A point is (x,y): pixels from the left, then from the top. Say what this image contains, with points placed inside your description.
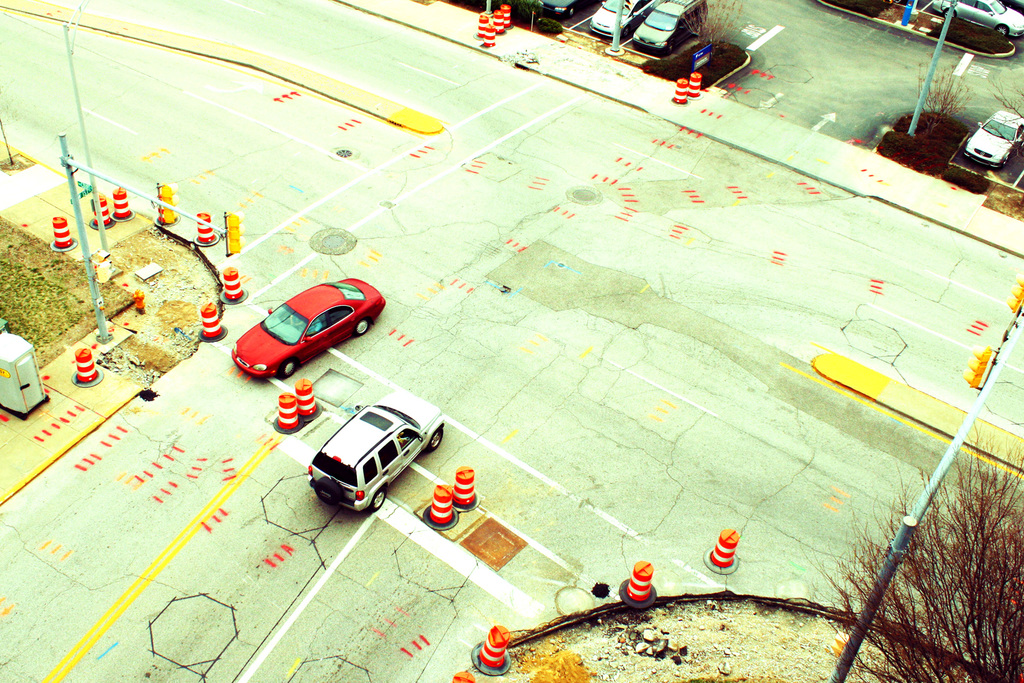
In this picture I can see the road (625,242) on which there are 2 cars (339,290) and number of orange color things (214,324) and I can see few poles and a tree (989,666) on the right bottom corner of this picture (958,682). In the background (699,62) I can see the parking lot (786,72) on which there are few cars (986,6), plants (917,133) and 2 poles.
